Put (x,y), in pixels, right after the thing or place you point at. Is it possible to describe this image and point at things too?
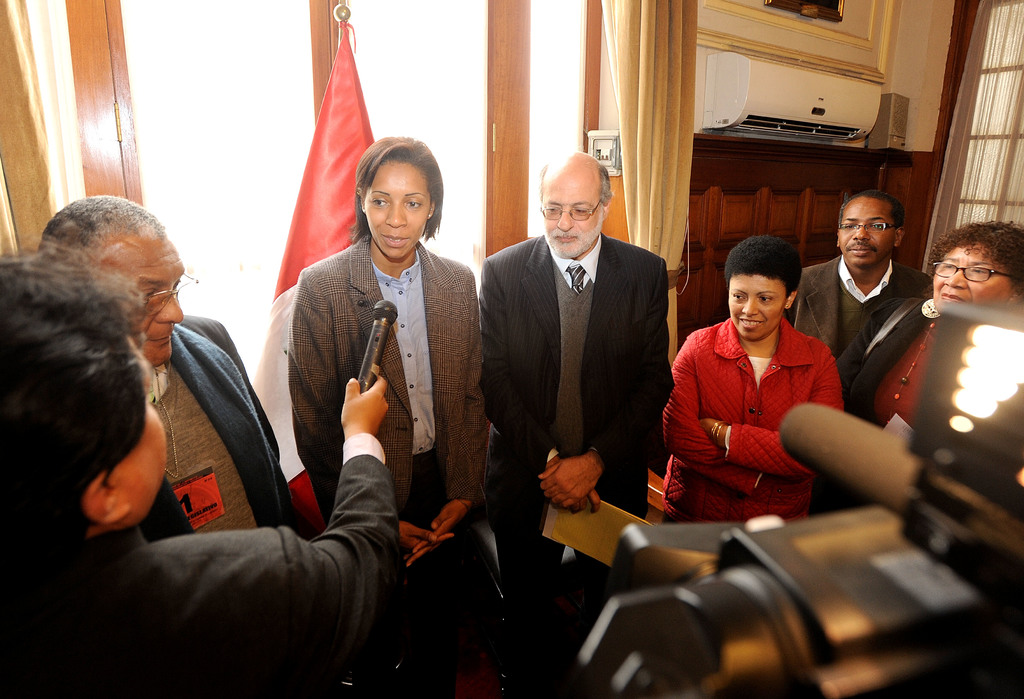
This picture describes about group of people (569,429), they are standing, in the left side of the image (296,550) we can see a man (156,417), he is holding a microphone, beside to him we can find a camera (658,568), in the background (330,100) we can see a flag (372,142) and curtains (624,158), and also we can see a air conditioner (746,112).
